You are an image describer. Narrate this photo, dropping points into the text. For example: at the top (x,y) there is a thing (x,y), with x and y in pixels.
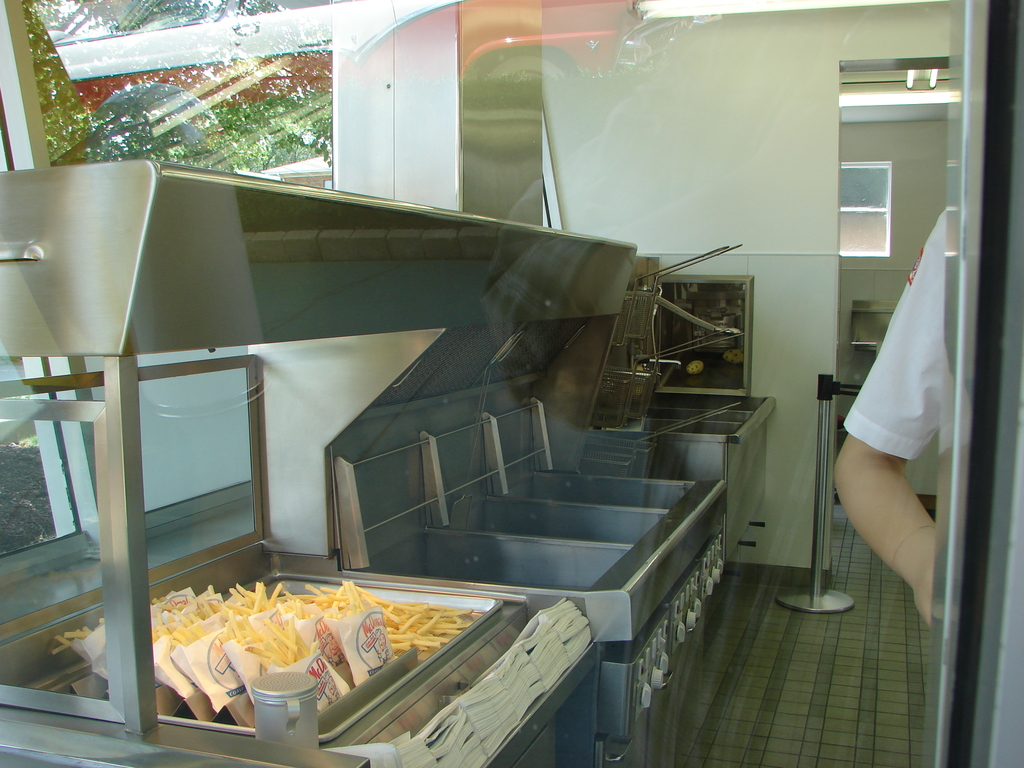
In this image we can see the inner view of a kitchen (682,639), here we can see a person's hand (871,495), some food items (452,621), covers (102,660), glass windows (54,527) and stand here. Here we can see the reflection (222,126) of trees (245,122) and a vehicle (200,42).
